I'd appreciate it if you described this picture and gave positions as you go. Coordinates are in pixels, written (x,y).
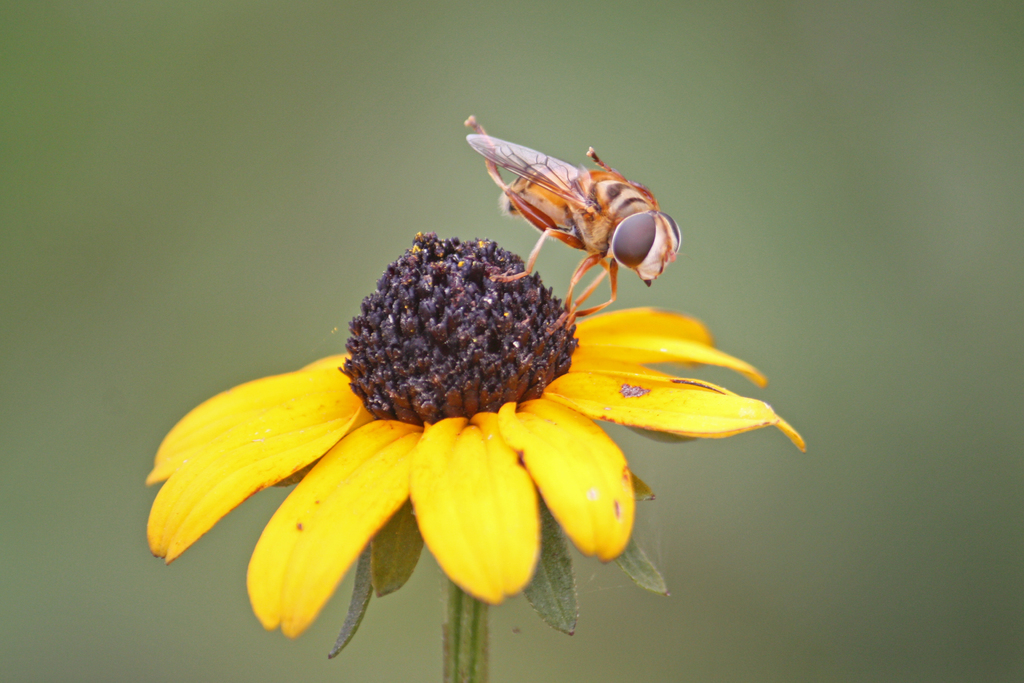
In this image I can see a fly (569,207) which is brown, gold and black in color on a flower (533,338) which is yellow and black in color. In the background (224,161) I can see the blurry picture which is green in color.
